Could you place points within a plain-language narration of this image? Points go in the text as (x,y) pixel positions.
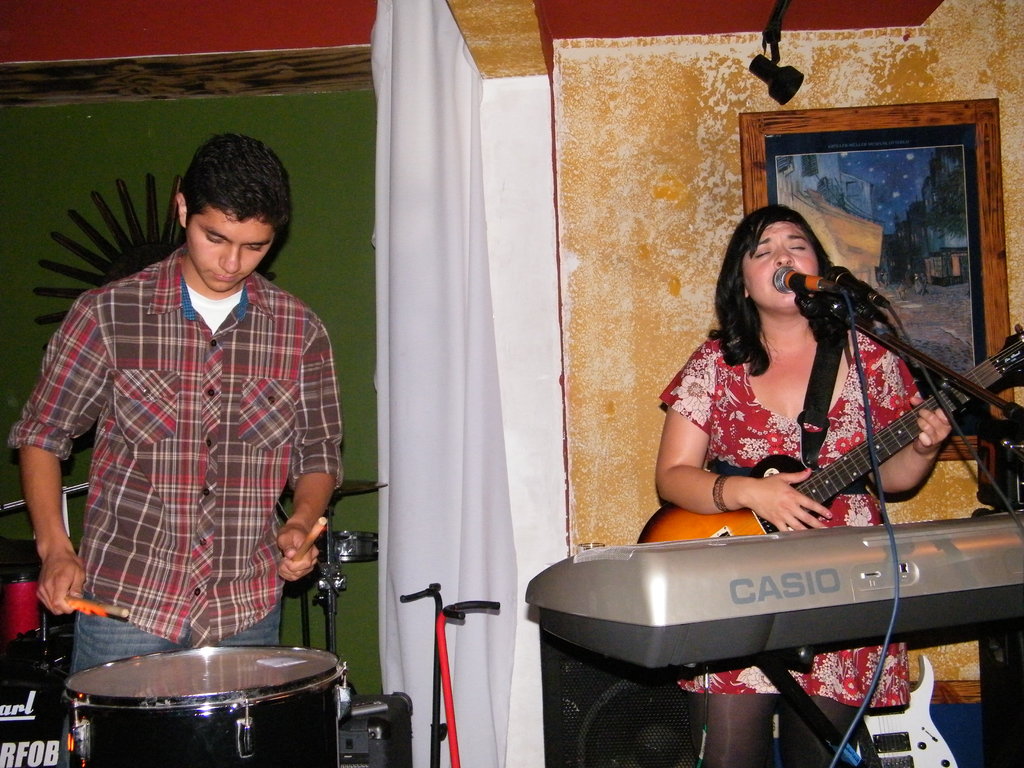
A woman (725,259) is singing with a mic (810,285) in front of her while playing guitar (758,526). There is a man (167,297) beside her playing drums (209,680). There is Casio keyboard (688,616) in front of them.
